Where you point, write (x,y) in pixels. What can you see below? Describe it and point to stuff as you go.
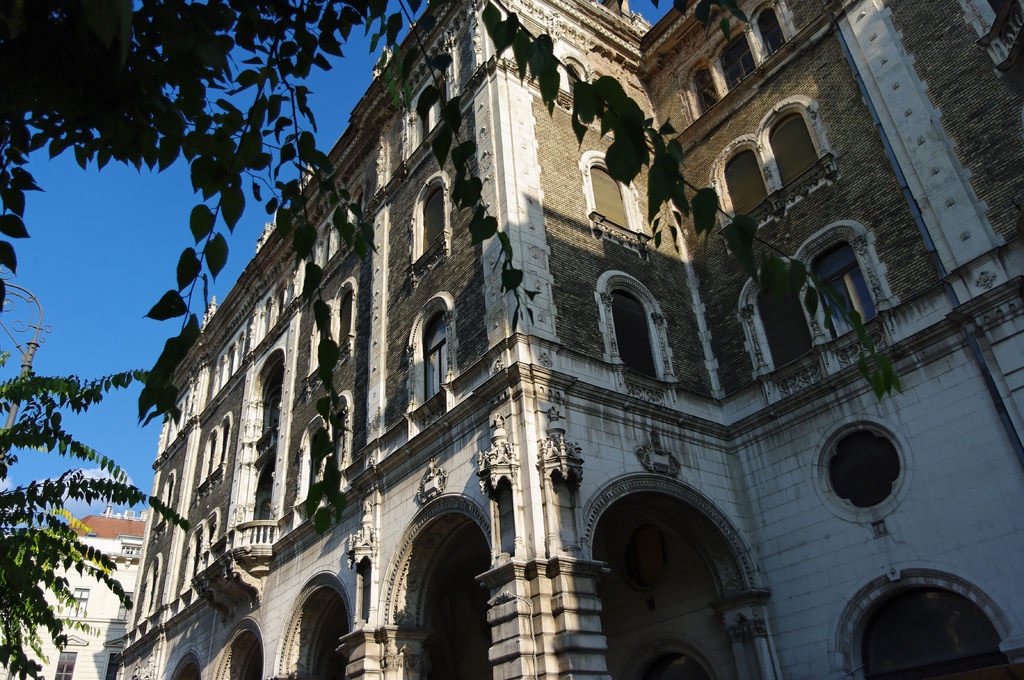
In this picture we can see buildings (589,444), on the left side (12,94) there is a pole (25,362) and a tree (14,109), we can see the sky (84,238) in the background (61,265).
